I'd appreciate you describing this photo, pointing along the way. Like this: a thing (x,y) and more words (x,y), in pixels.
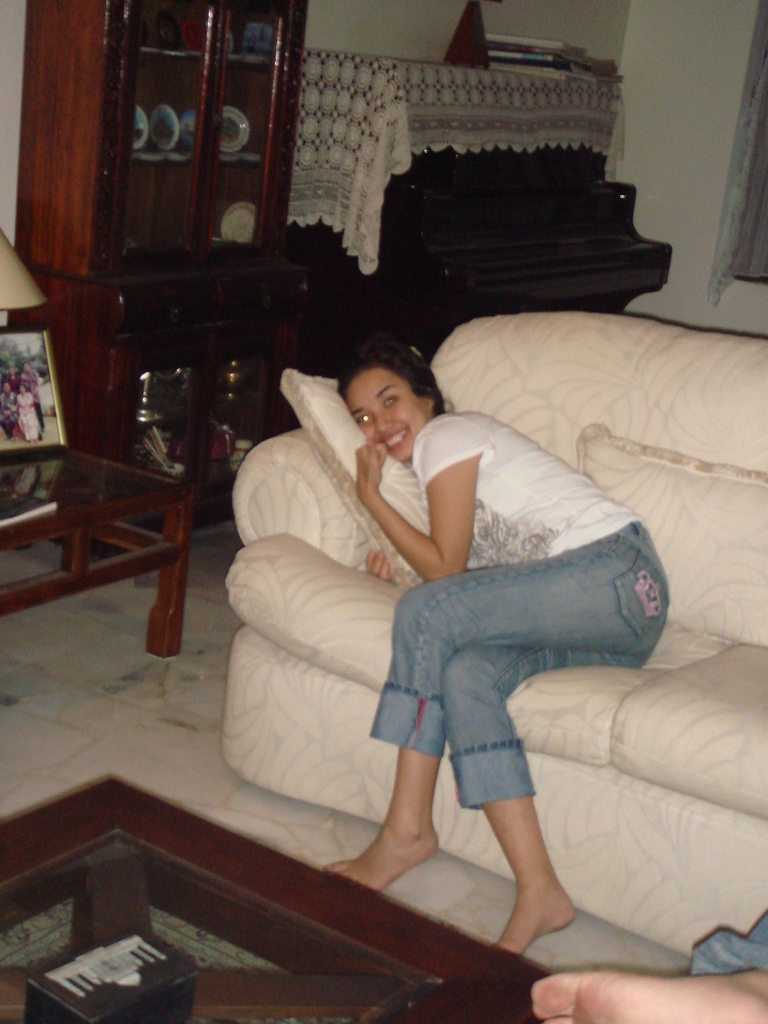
In this picture there is a woman (561,513) who is lying on the sofa (326,515). There is a pillow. There is also another person (692,969) seen to the right (728,986). There is a table (210,966). A frame (27,445) is kept on a glass table (154,492). Few plates (172,128) and other objects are seen in the cupboard (166,188). There is a white cloth (383,117) on the piano (564,236). Few books (555,46) and a cone shaped object (474,56) is seen on the piano (579,274).
